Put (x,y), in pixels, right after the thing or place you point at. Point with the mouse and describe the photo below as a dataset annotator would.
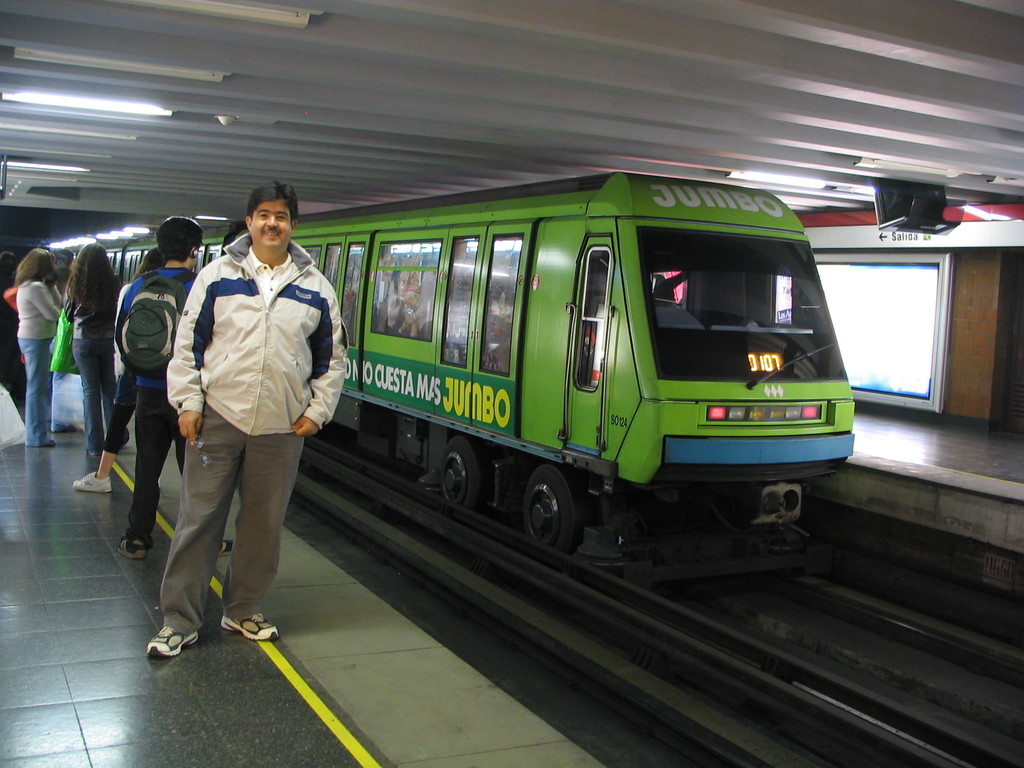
There is a train (680,483) on a railway track (430,515) in the middle of this image (540,353). We can see people (29,309) standing on the left side of this image (218,386) and the roof (395,116) is at the top of this image (545,86).
